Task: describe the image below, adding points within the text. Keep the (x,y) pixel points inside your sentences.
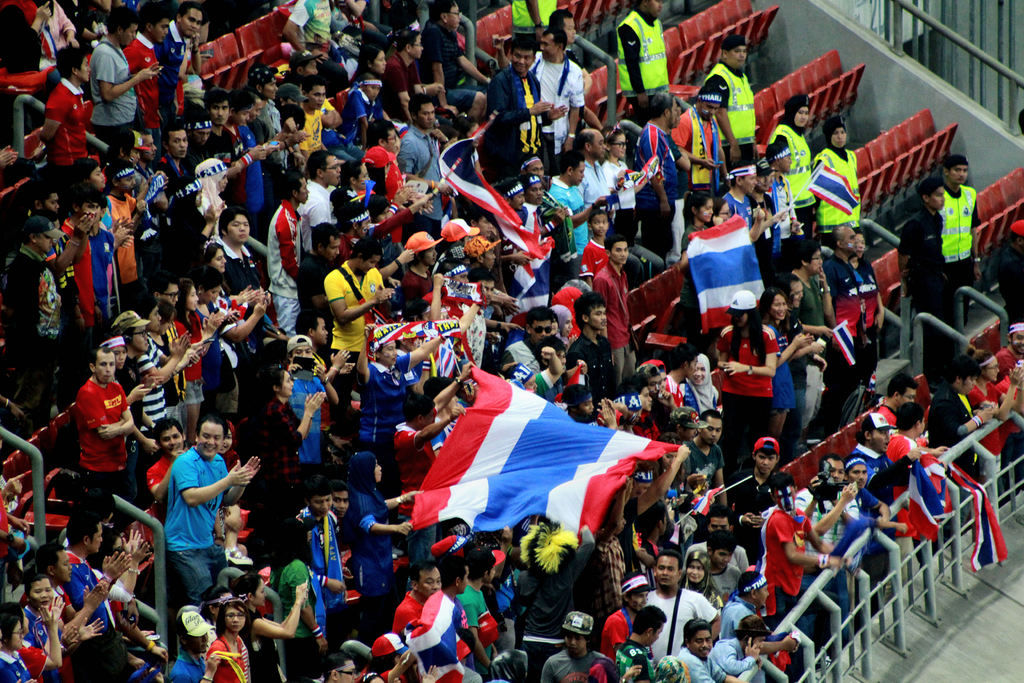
In this picture we can see the ground (942,595) and a group of people (852,512), here we can see flags (511,479), seats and some objects (761,447).
